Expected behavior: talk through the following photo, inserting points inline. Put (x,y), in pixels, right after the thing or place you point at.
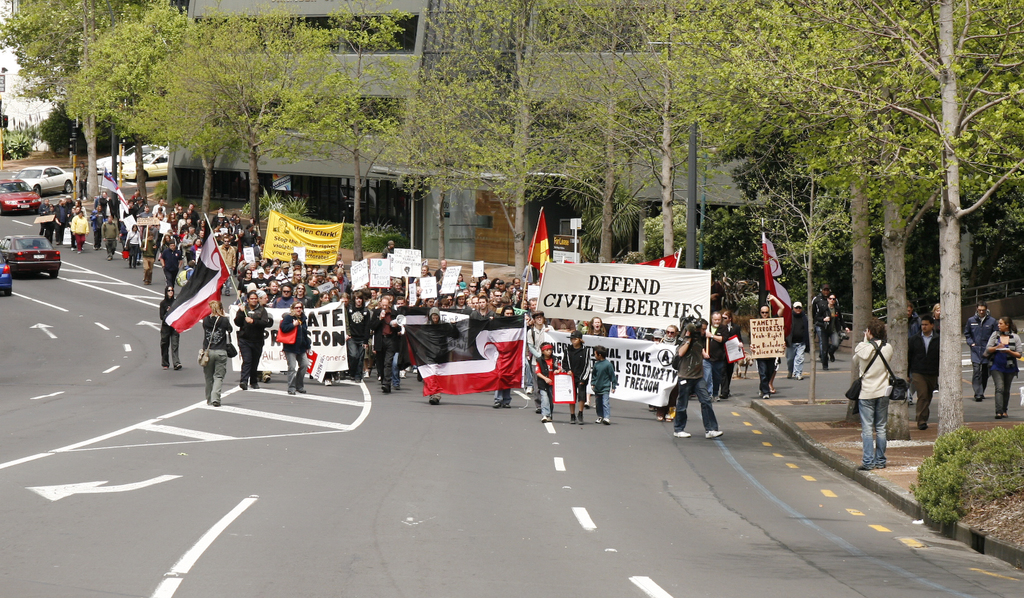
In this image in the background (229,279) there are group of persons (330,291) walking and there are banners (303,318) with some text (303,318) written on it and there are vehicles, trees (348,140), buildings (385,171). On the right side (962,459) there are plants (976,476) and there is a man (867,348) standing and clicking a photo and in the center (682,347) there is a person (696,363) holding a camera (700,327) and walking.
